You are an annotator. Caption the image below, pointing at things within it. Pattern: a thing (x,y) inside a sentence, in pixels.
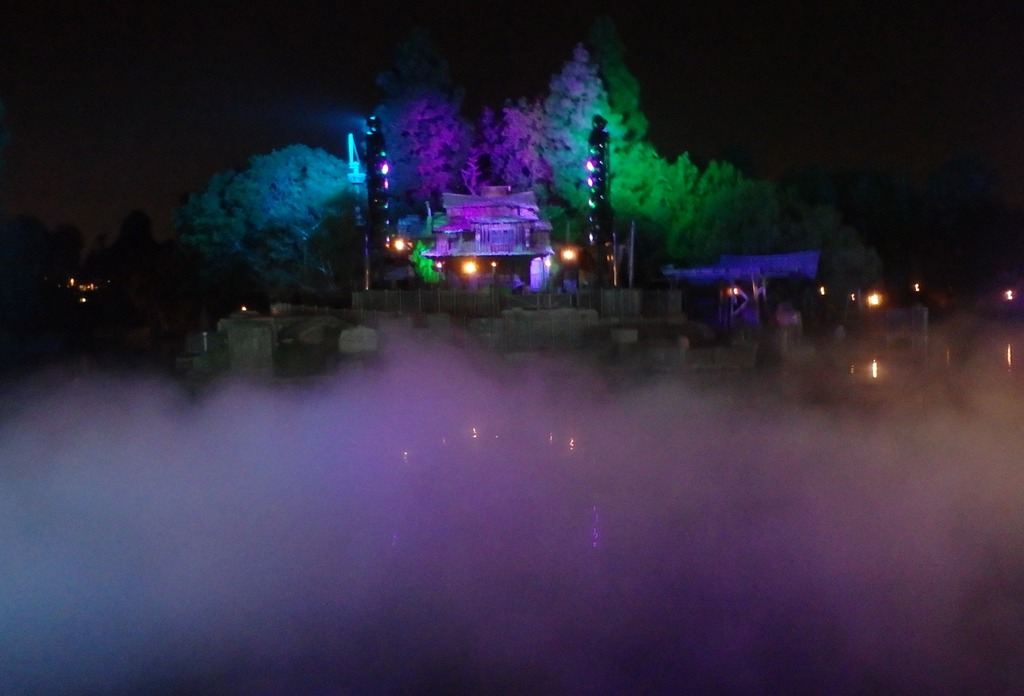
In the middle of the picture (538,246), we see the buildings (512,285), street lights (440,266) and poles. There are trees (177,291), street lights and poles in the background (636,178). In front of the picture, we see the smoke (515,516). At the top (134,134), we see the sky (134,134), which is black in color. This picture is clicked in the dark.
